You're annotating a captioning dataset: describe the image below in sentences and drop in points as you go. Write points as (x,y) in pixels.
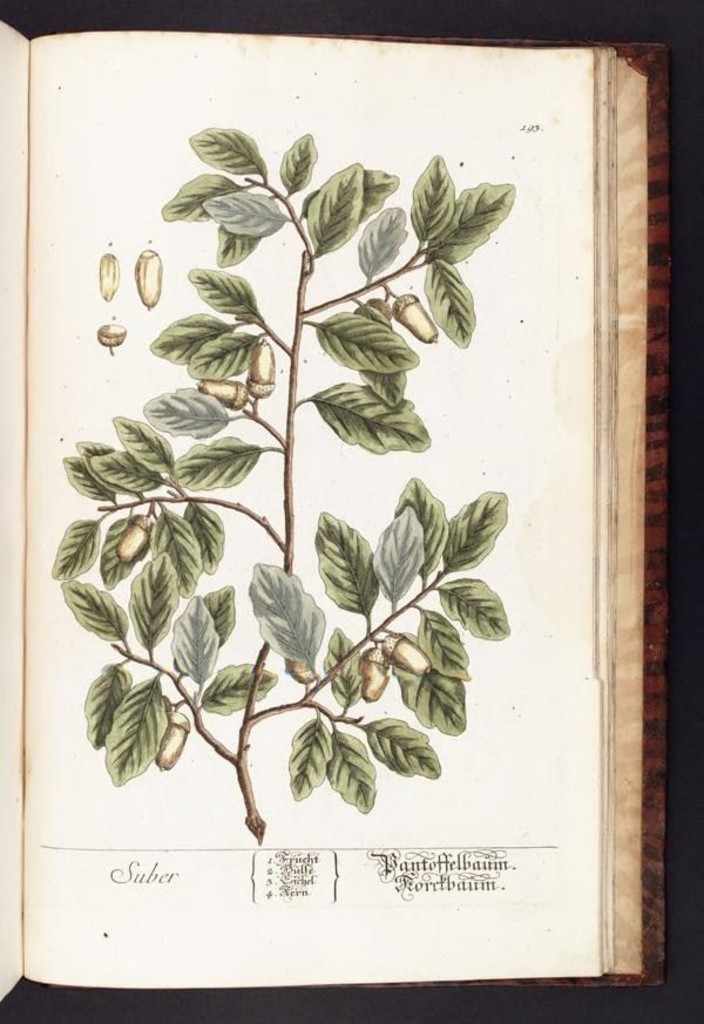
There is a drawing (398,590) of a plant (381,343) on the page (567,714) of a book (40,448).
